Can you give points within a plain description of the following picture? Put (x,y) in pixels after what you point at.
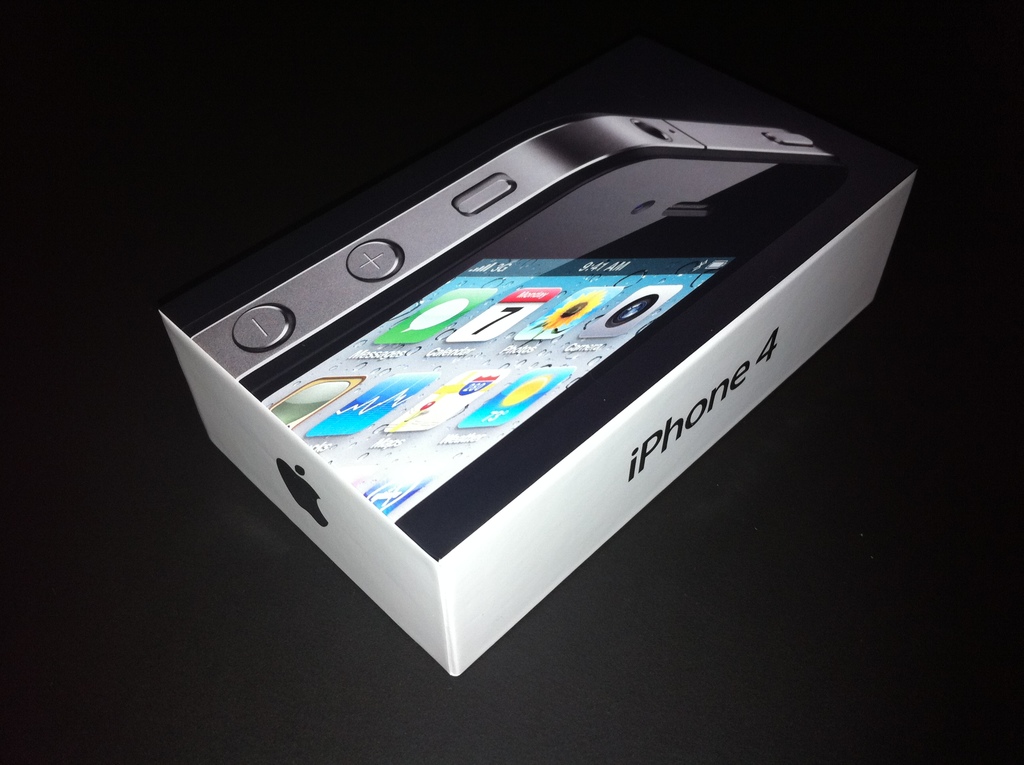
In this image we can see Iphone mobile box (515,523) on a black color platform (306,191).
